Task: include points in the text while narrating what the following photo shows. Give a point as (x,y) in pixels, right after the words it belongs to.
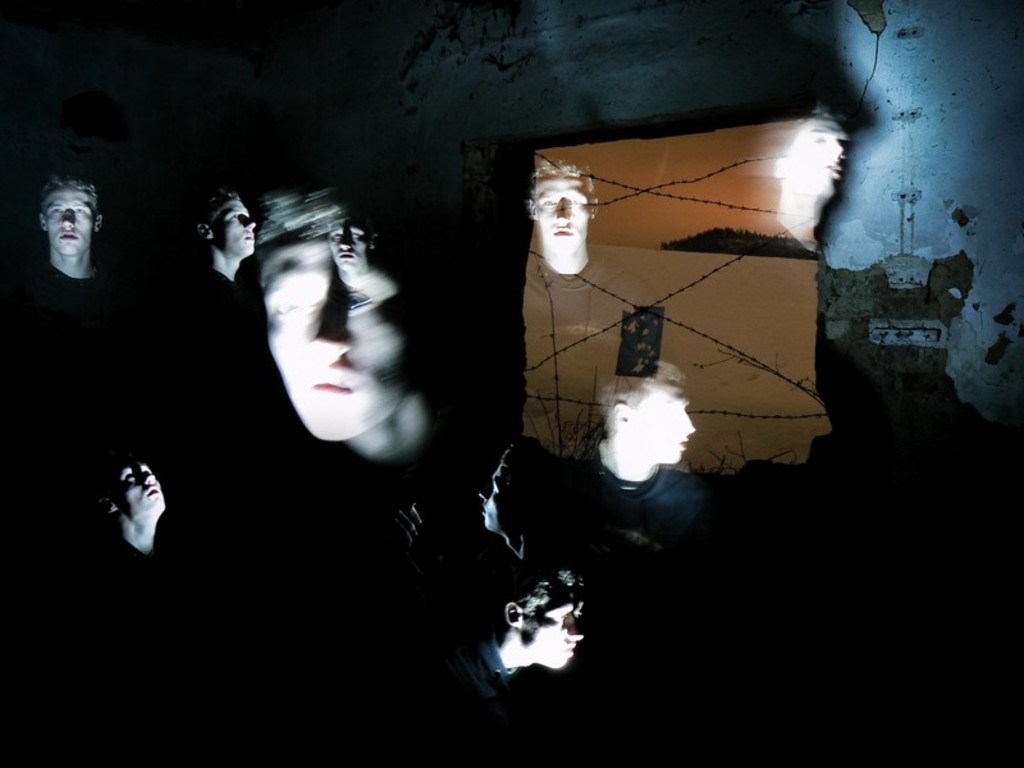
In this image in the foreground (629,380) there are a group of people (378,329), and in the background (613,57) there is a wall (452,91) and some board (744,217) and light (825,140).
